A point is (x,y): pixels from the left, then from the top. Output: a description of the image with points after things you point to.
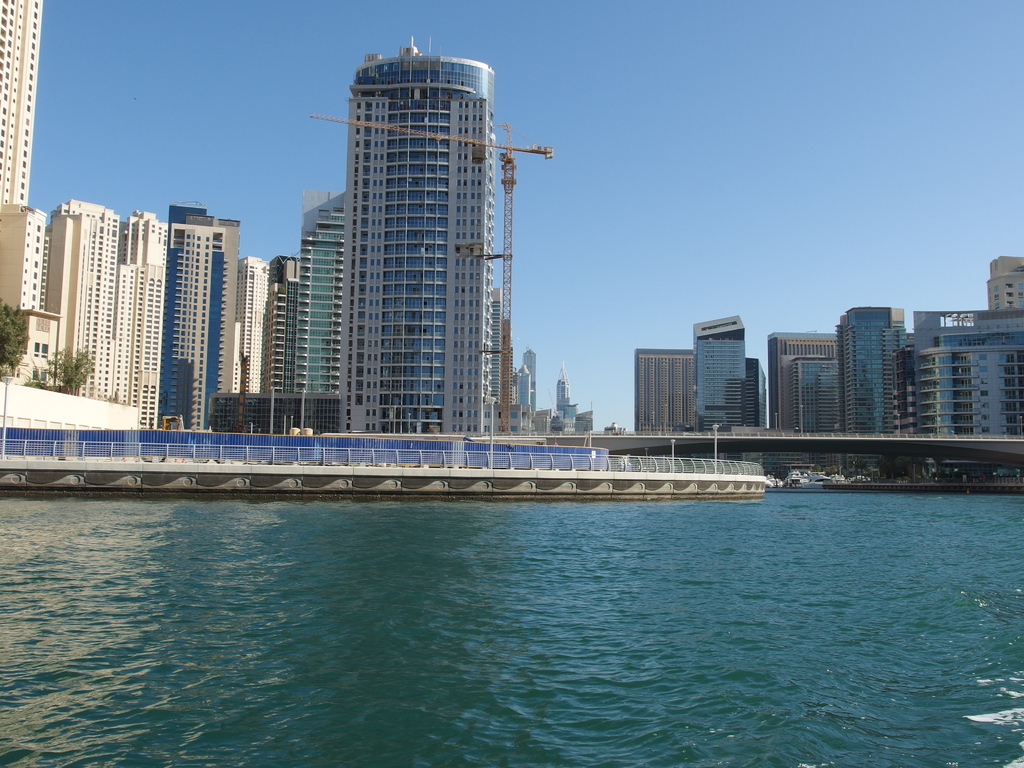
In this image, there is an outside view. There is a sea (752,609) beside some buildings (795,386). In the background of the image (891,247), there is a sky (878,202).
